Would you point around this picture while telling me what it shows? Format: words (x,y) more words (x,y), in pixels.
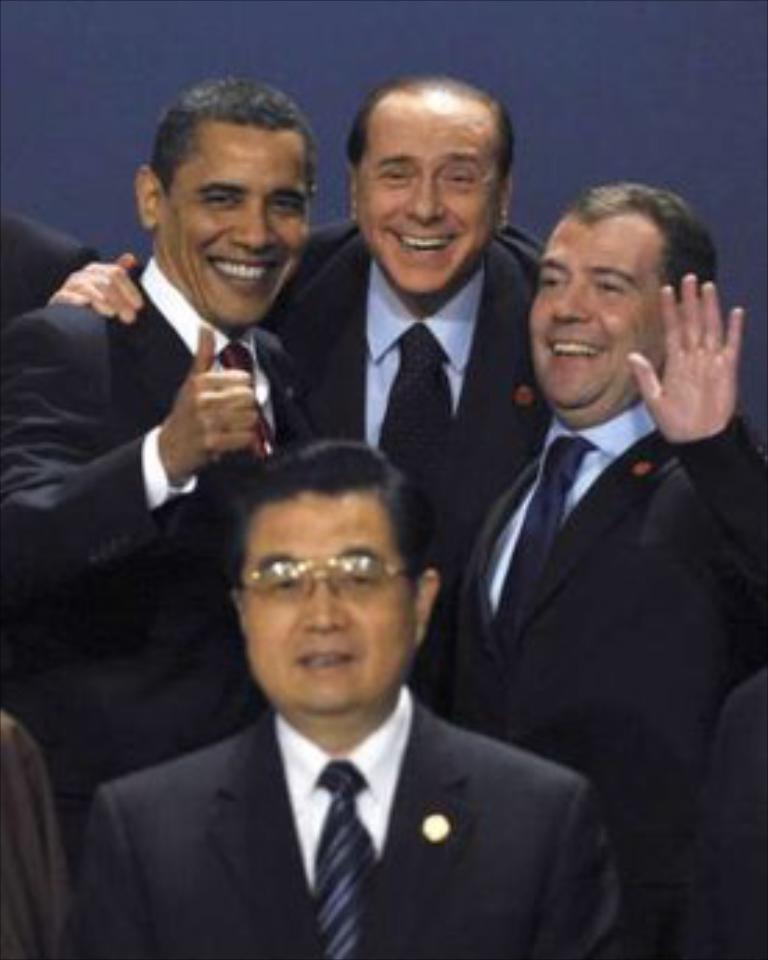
In this Image I can see four people (375,548) with blazers (47,491) which are in black color. In the back (329,92) I can see the blue wall (674,133).
